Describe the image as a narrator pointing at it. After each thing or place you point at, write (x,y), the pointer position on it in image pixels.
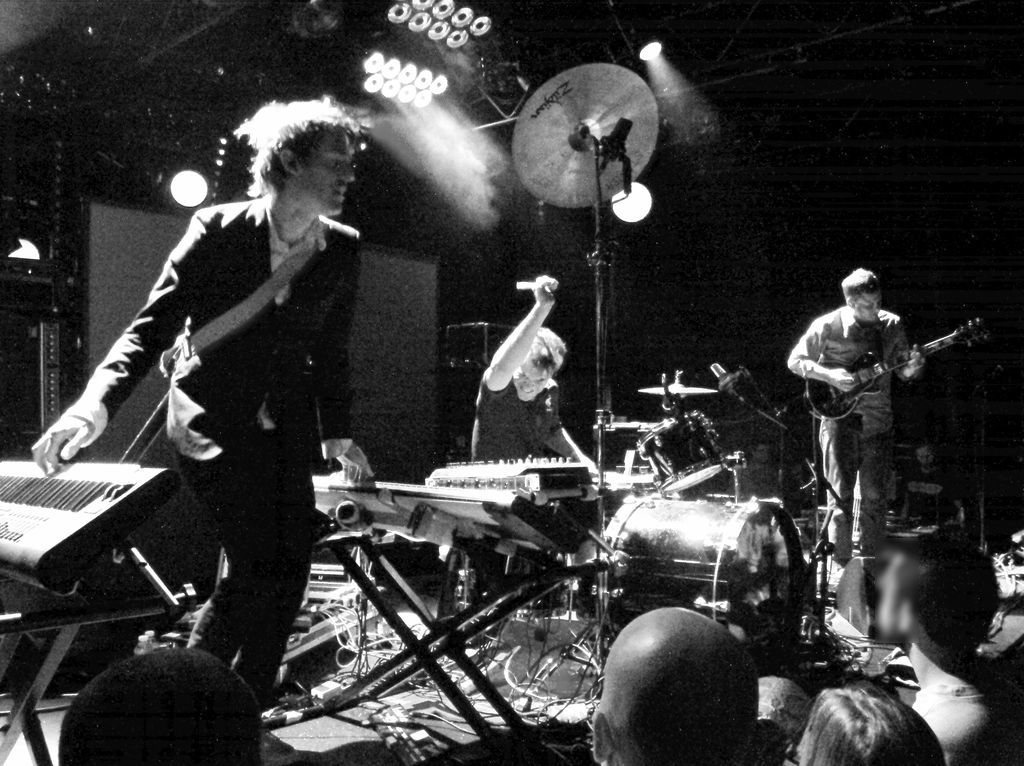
On left (227,445) a man (201,430) is standing and playing the musical instruments (39,509). At the right (966,323) a man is playing the guitar (971,335).
